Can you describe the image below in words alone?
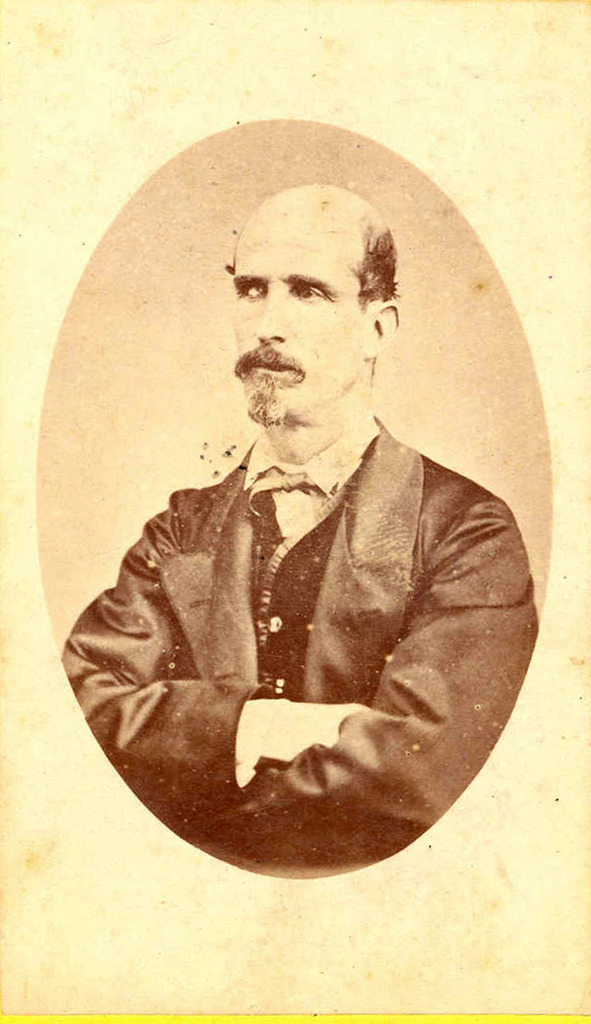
In this image I can see the depiction.
